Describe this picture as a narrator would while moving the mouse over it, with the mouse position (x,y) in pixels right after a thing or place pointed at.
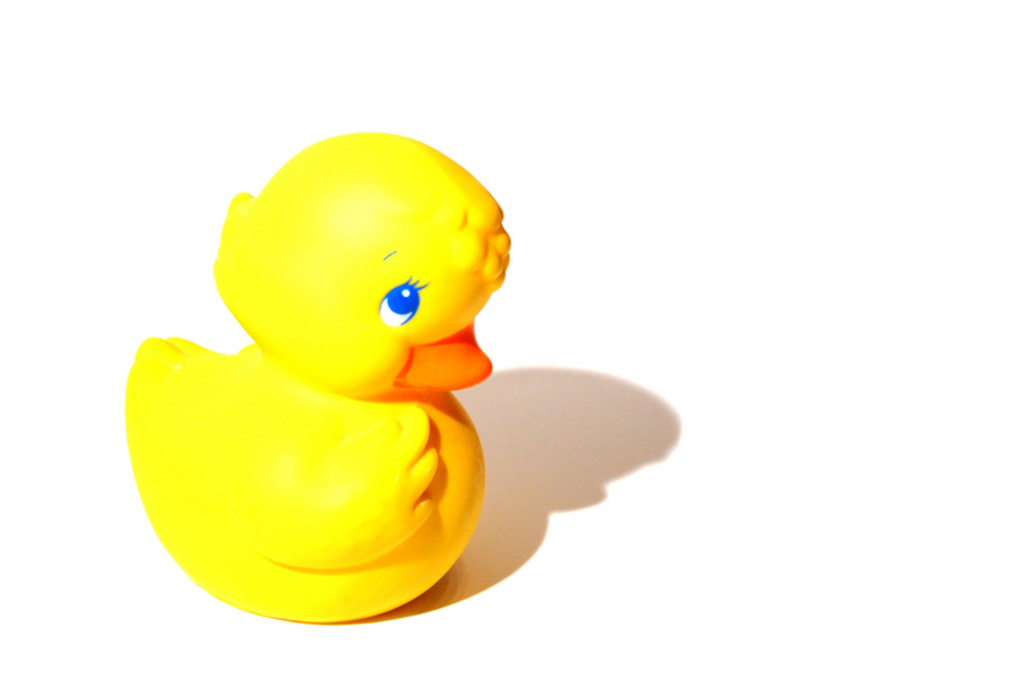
In this picture, we see the duck bath toy (329,412). It is in yellow color and its beak (408,363) is in orange color. In the background (115,323), it is white in color.
